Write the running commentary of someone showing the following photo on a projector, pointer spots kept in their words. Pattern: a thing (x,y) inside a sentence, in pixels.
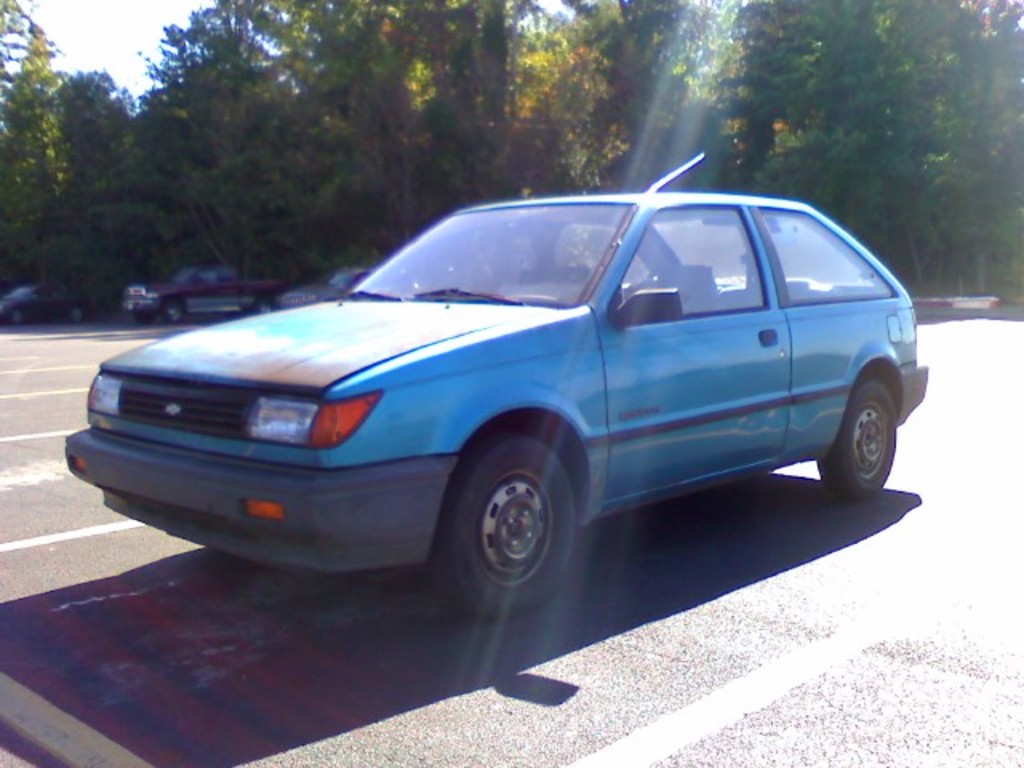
In this image, I can see the cars (227,302), which are parked. These are the trees (424,94) with branches (527,78) and leaves (384,141).
